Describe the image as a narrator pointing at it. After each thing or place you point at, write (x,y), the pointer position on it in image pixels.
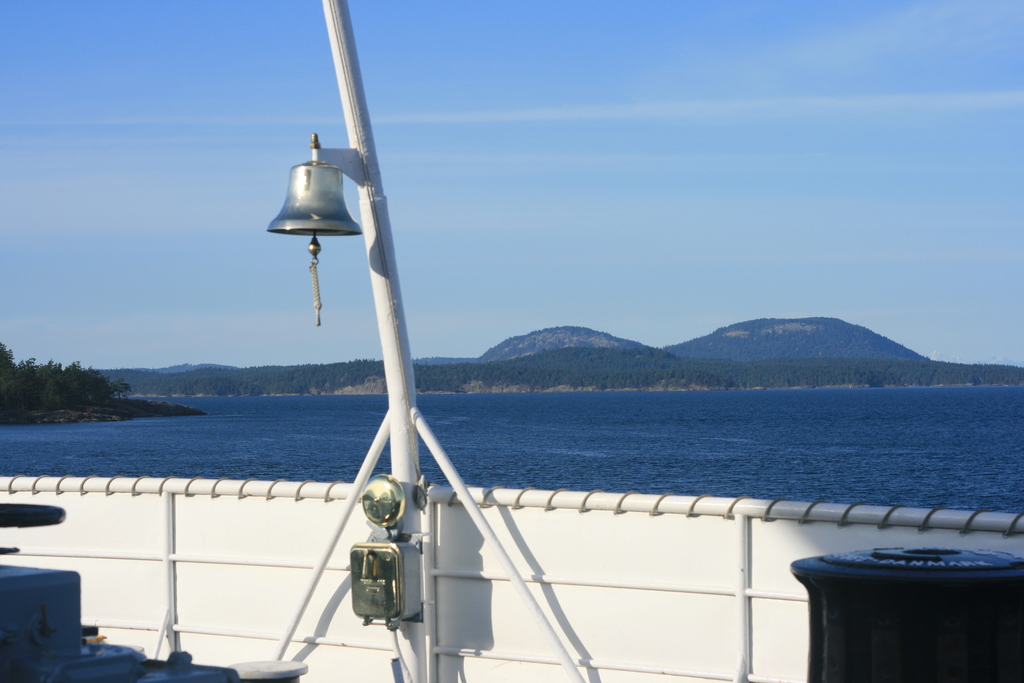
I can see this image is taken from the boat (485,563). I can see a metal rod (404,477) and to it I can see a bell (315,193) and another object (377,552). I can see a black colored objects (967,643) to the right bottom of the image (934,554). In the background (722,335) I can see the water (492,448), few trees (595,352), few mountains (725,336) and the sky (753,193).
